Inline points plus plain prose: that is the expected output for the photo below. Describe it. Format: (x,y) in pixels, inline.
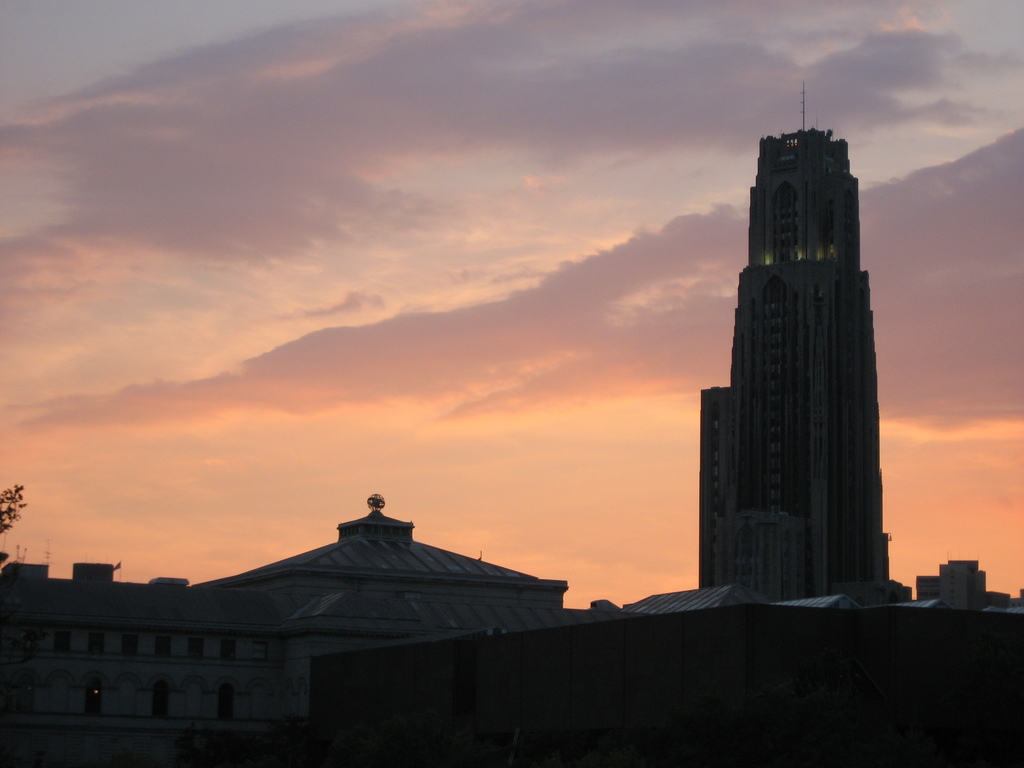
In this image, there are a few houses (636,647). We can see some leaves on the left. We can also see the sky (582,369) with clouds (575,291).
